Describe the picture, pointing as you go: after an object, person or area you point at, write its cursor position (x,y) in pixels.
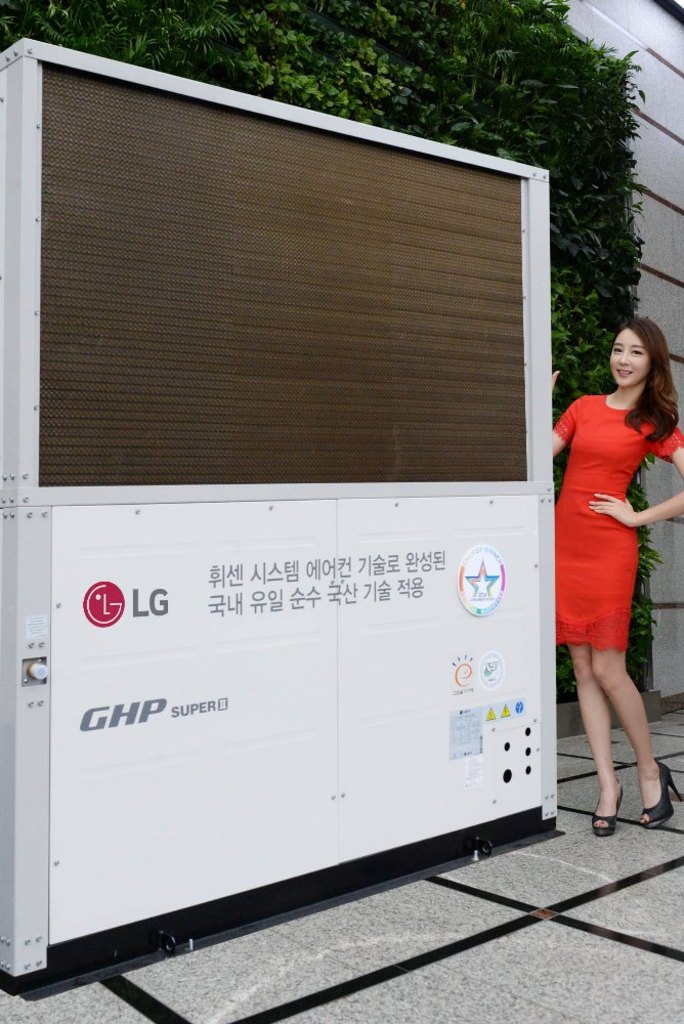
There is one woman (571,592) standing on the right side of this image (628,593). We can see an electronic machine (239,474) in the middle of this image (391,352). We can see the leaves (456,79) in the background (574,132).
